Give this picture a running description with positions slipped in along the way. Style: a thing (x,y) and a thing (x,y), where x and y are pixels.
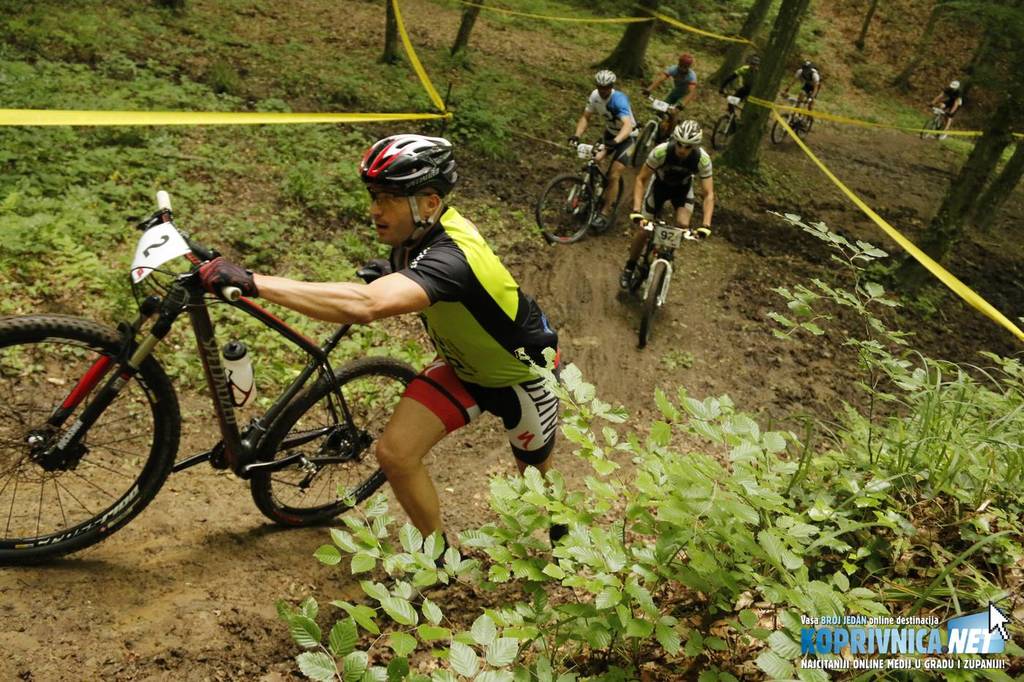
In this image we can see there are people (678,188) riding a bicycle (581,189) on the ground (546,297) and there is the person (522,472) holding a bicycle (330,414). And there is the thread (290,119) tied to the tree trunk (937,252). And there are plants (133,100) and grass (241,157).
